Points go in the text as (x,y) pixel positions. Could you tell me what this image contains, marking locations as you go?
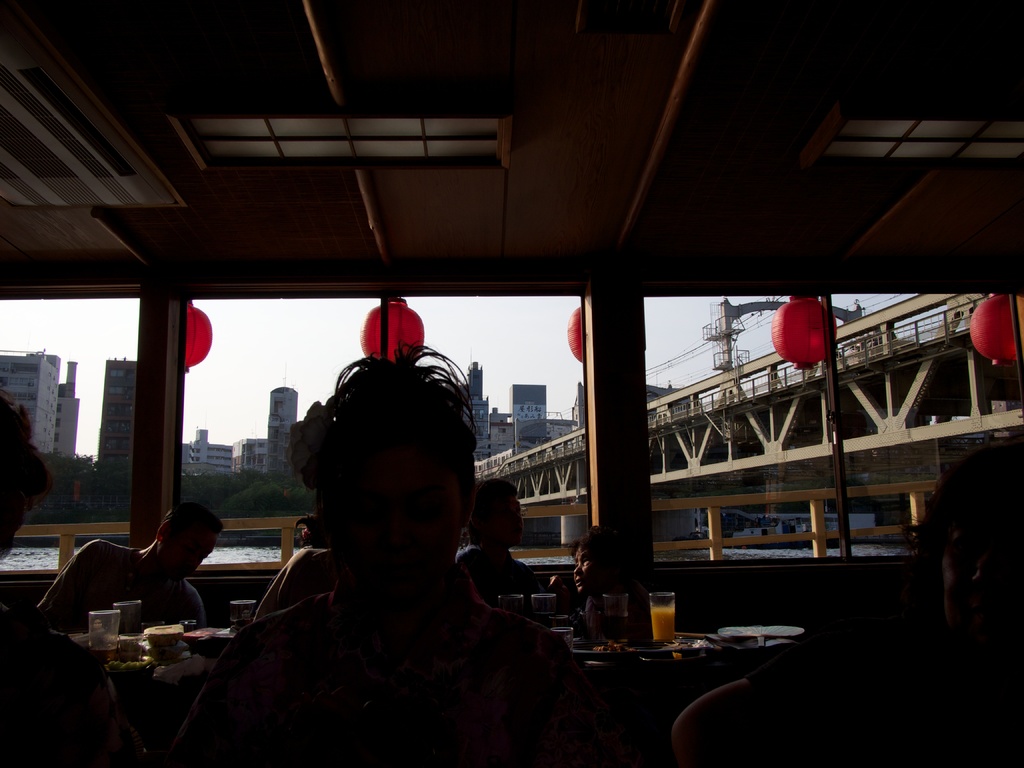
In the image we can see there are many people (324,614) sitting and wearing clothes (394,697). Here we can see there are tables (625,673) and on the table (666,672), we can see the glass (620,633) and liquid (624,634) in the glass (624,634), and other things (165,625). Here we can see the bridge (803,434), water (246,555), trees (84,482) and the buildings (213,462). We can even see decorative ball (395,331), electric wires (680,357) and the sky (500,316).
